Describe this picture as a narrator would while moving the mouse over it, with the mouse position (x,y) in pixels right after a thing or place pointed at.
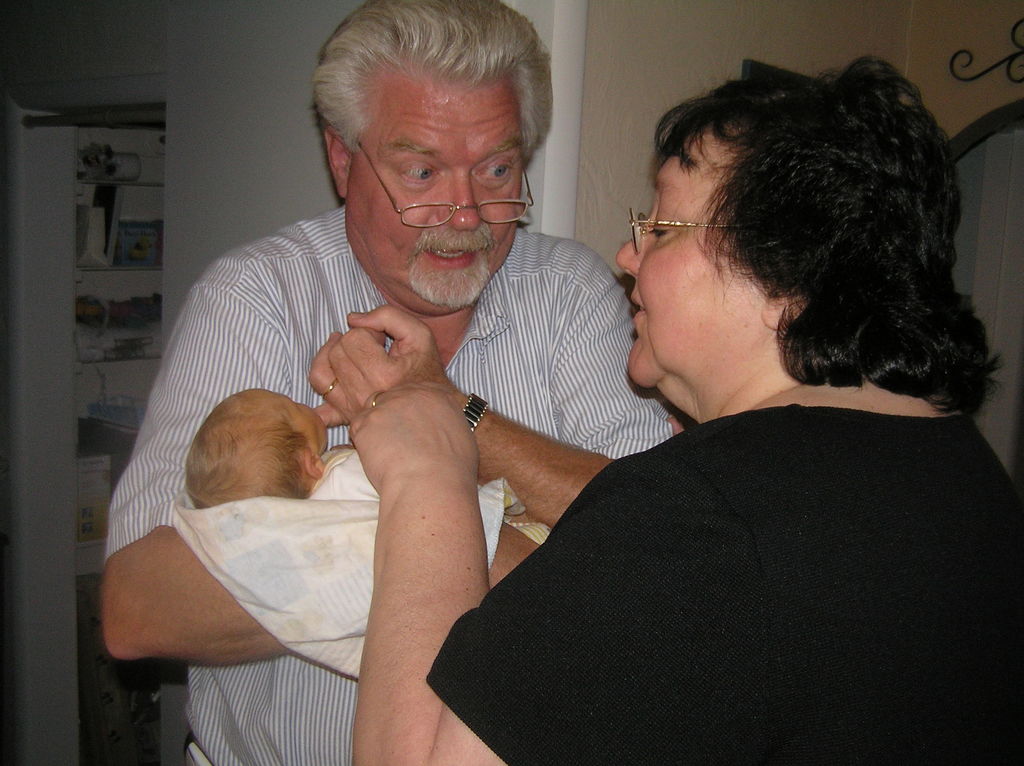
In the given picture, I can see three people (765,463) and there is a old men (347,150) who is wearing a specs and holding a small baby (349,466) so right opposite to a men (570,306) there is a women (398,413). Who is standing and wearing a black color t shirt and watching a kid (293,454) and behind this people (320,98). I can see a wall (192,27) and few objects (131,335).
